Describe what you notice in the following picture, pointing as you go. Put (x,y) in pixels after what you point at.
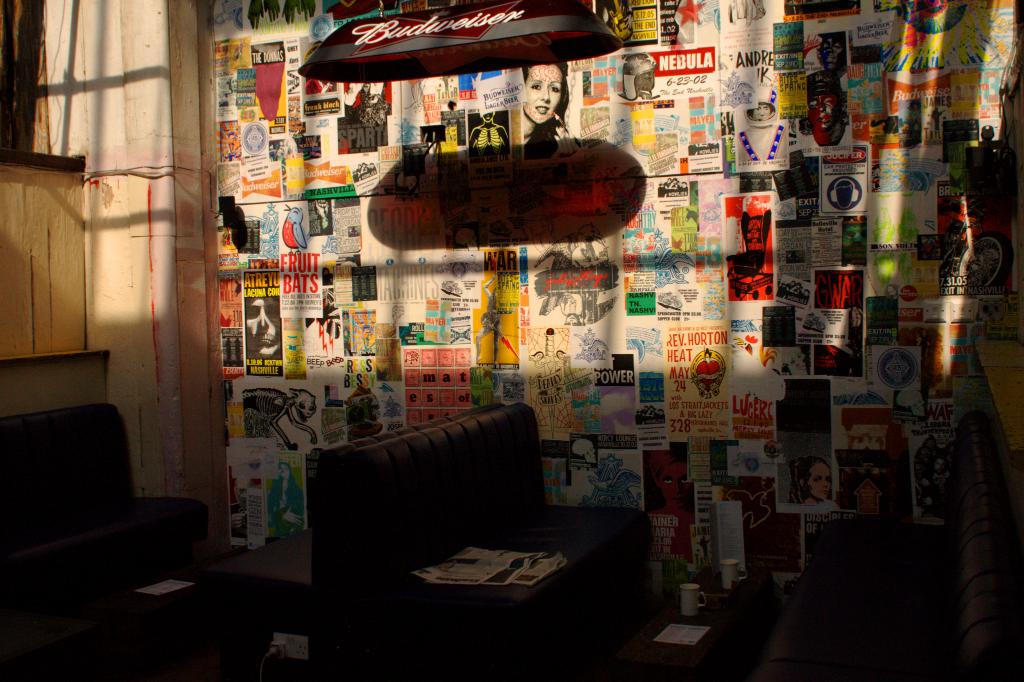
In this image there are sofas (424,496), paper (500,558), table (655,629), cup (685,593). On the top (362,65) there is a light (404,52). On the wall (296,143) there are paper (672,223) stick to it.
